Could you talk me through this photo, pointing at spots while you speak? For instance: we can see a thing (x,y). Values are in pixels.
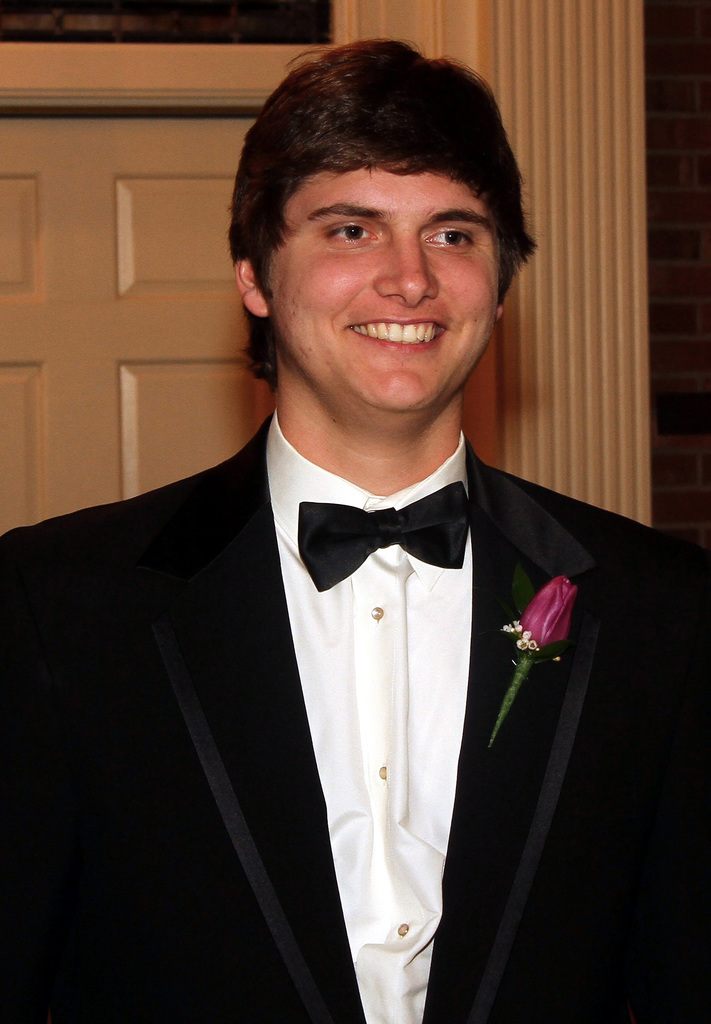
In the center of the image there is a person (457,943) wearing a suit (150,958). In the background of the image (12,79) there is a door (11,330).
